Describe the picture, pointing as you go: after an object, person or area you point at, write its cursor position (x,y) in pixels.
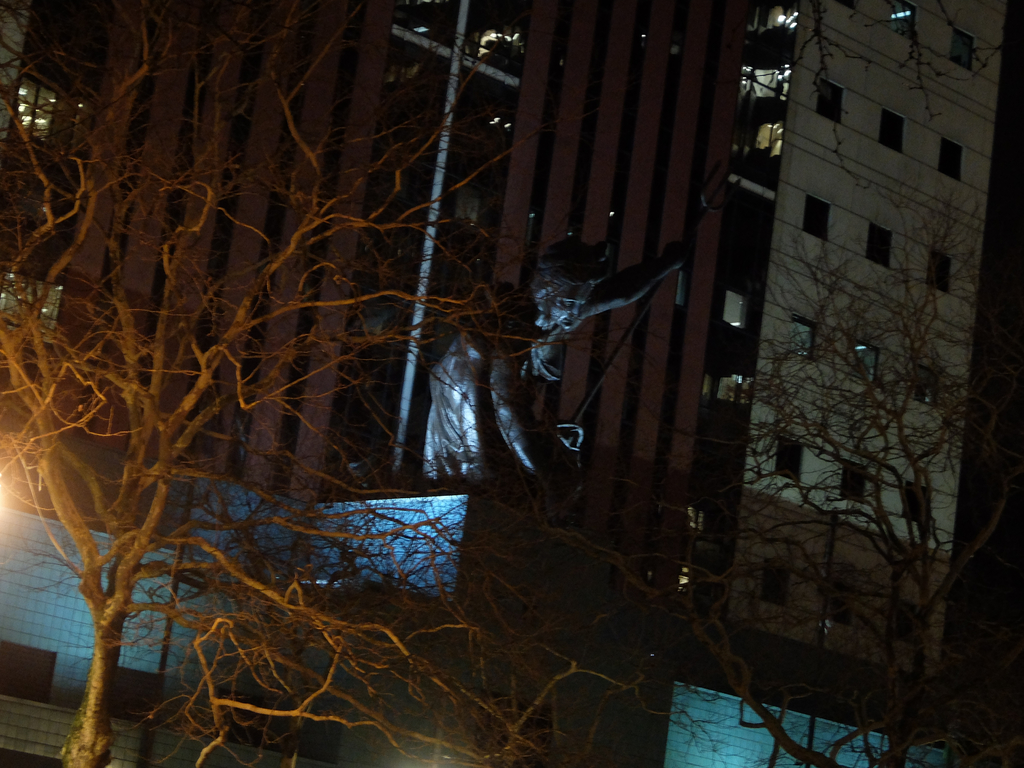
In this image there are trees (334,364), sculpture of a person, and in the background (608,422) there is a building (998,27).
